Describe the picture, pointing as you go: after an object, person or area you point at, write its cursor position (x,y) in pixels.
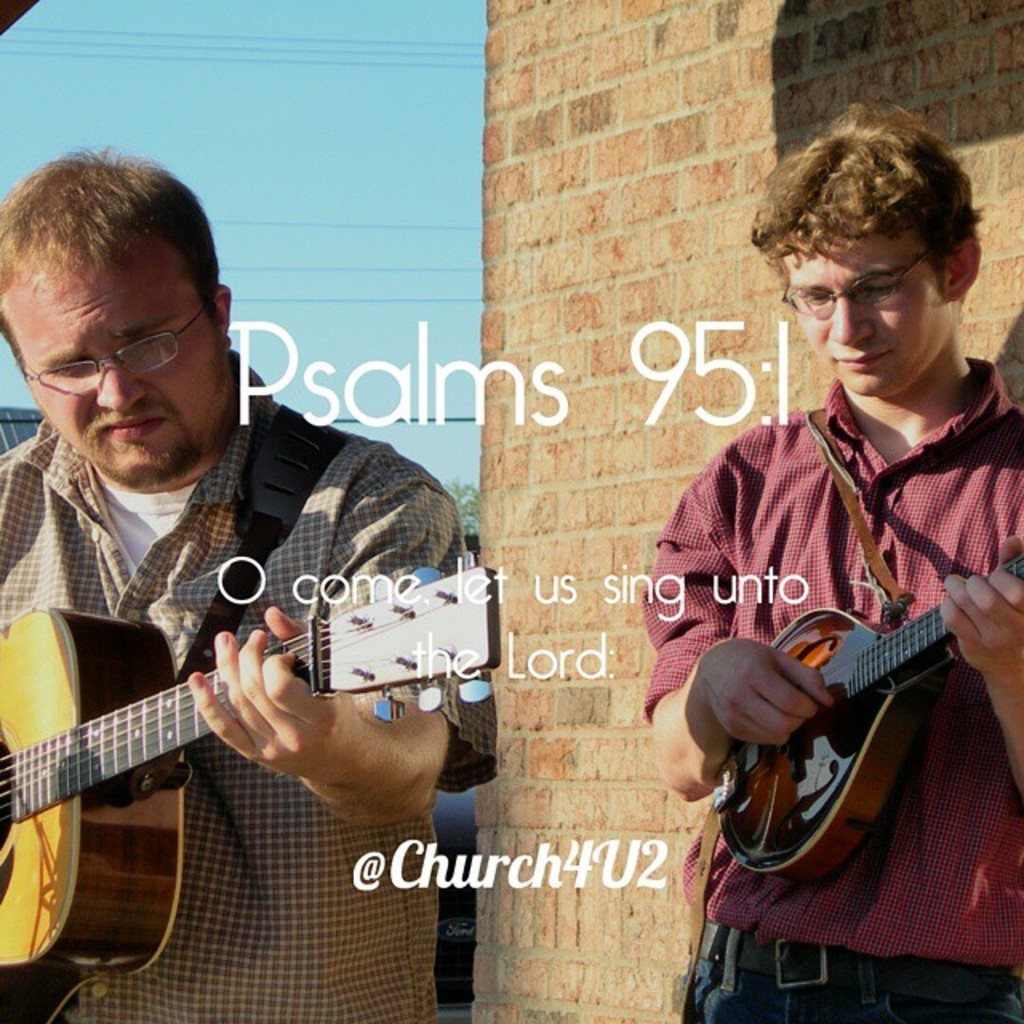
In the picture we can find two men (959,470) are standing and holding guitars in their hands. In the background (590,123) we can see wall (574,121) and the sky (458,409).
